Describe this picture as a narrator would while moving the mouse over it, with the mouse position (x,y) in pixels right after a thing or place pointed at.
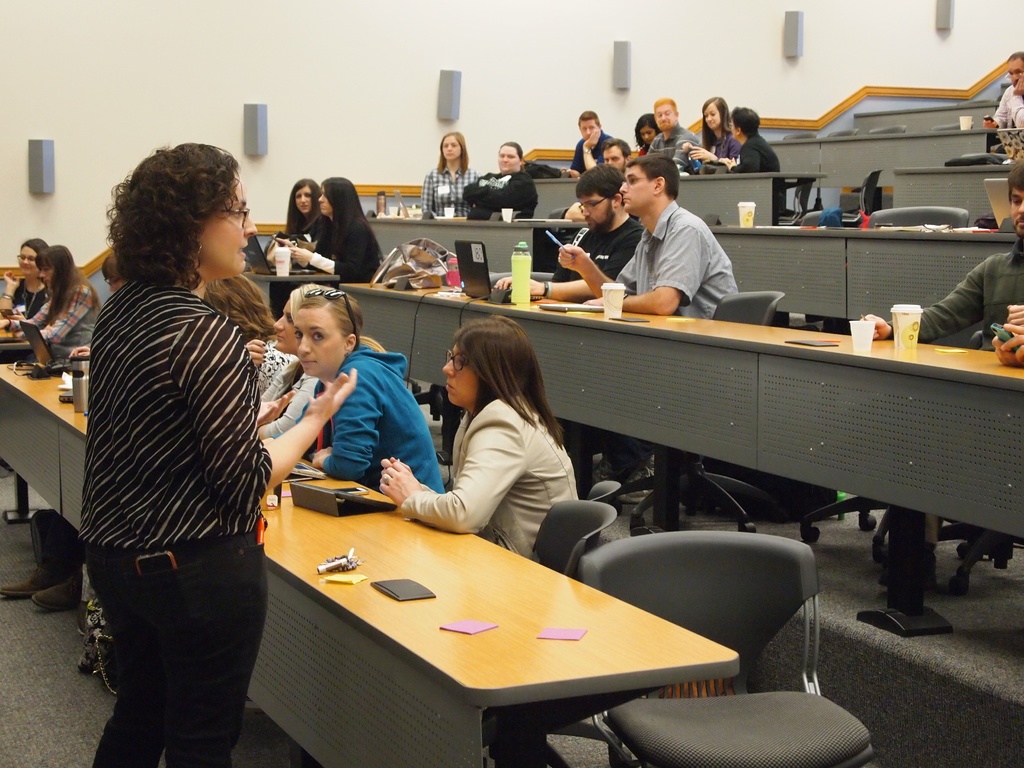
A woman (124,181) is giving a lecture in classroom (172,241). There are group of students (369,234) listening to her sitting in benches (587,328).
